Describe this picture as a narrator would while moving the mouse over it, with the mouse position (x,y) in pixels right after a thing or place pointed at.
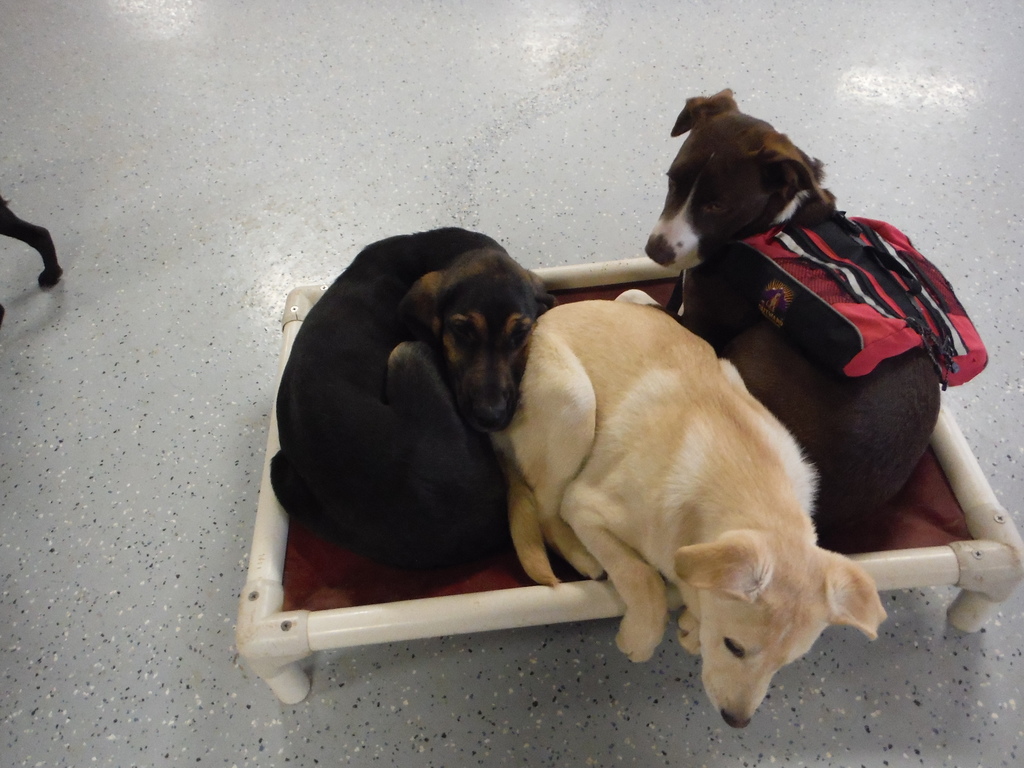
In this image we can see three dogs (454,431) on the dog bed (472,624) placed on the ground (201,666).
